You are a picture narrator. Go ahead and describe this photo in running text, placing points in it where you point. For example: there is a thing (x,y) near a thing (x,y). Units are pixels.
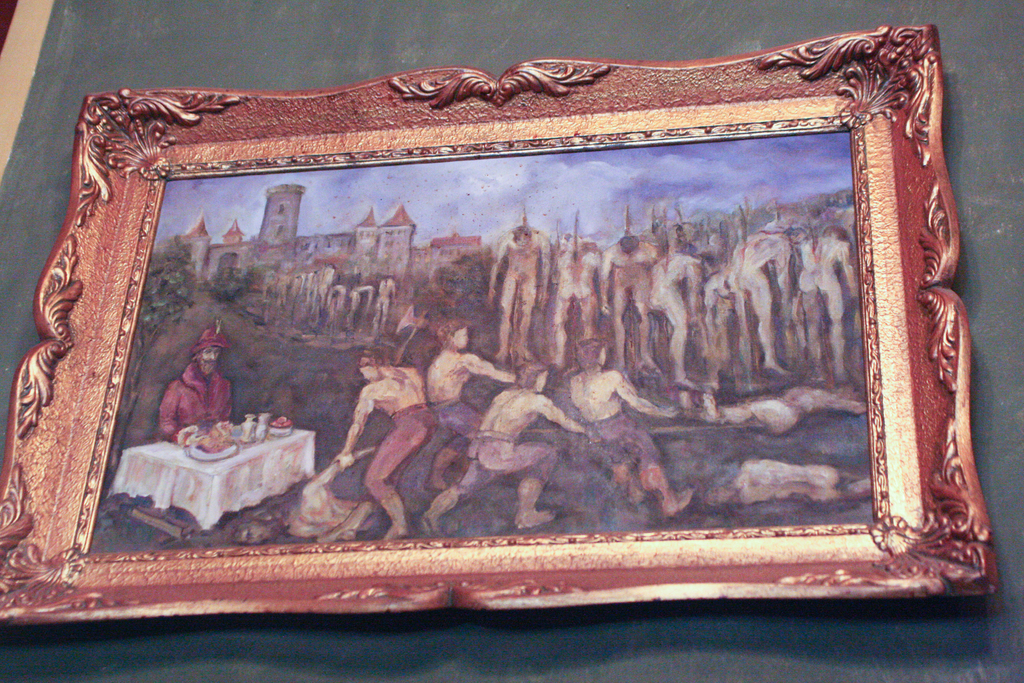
Here we can see a photo frame (248,550) on the platform (513,665). On the photo (410,349) we can see paintings (517,363) of few people (573,289), a person (173,439) sitting on the chair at the table (222,461). On the table (222,461) there are food items (203,450). On the left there is a tree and we can also see a building (414,251) and clouds (528,210) in the sky (830,183).
